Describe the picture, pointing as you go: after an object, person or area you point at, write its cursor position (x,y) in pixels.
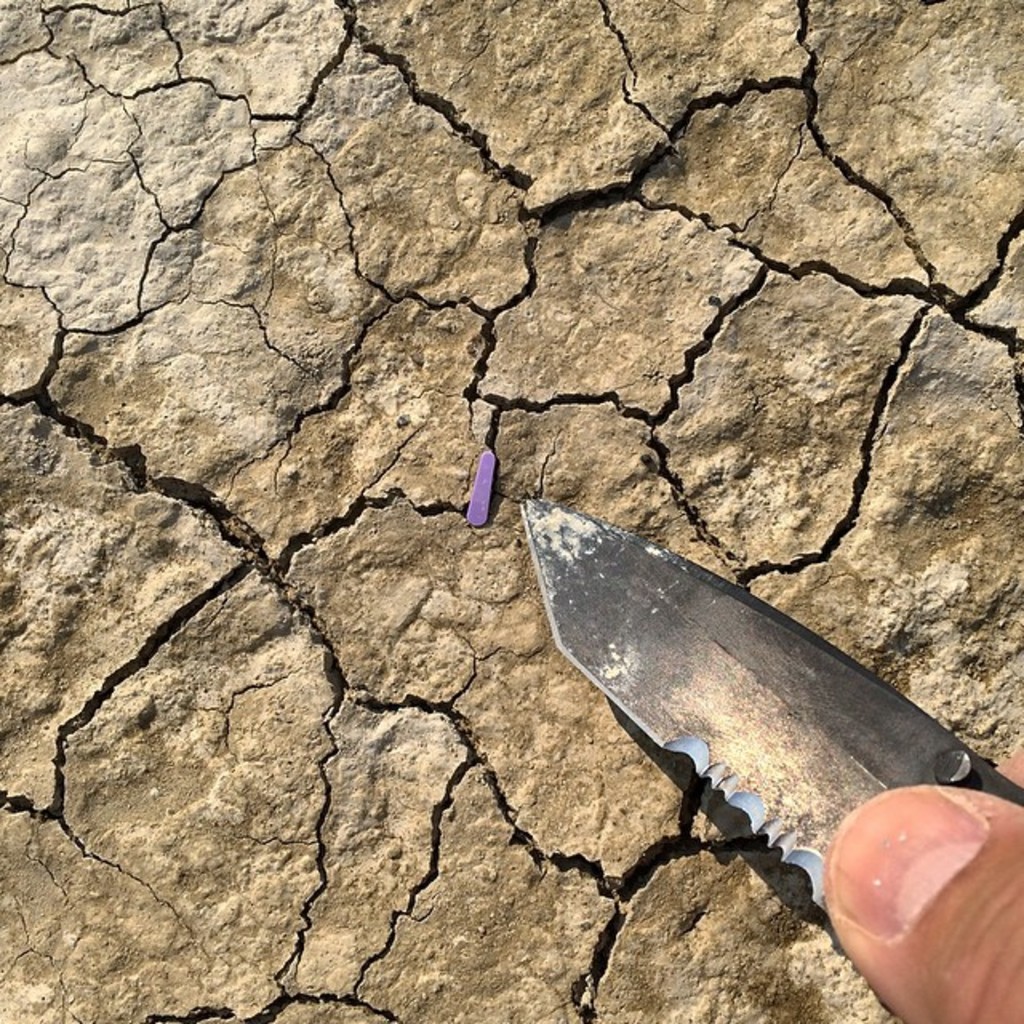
In this image I can see a person (889,814) holding knife (773,679). I can see a purple object (484,464) on the brown surface (595,294).
